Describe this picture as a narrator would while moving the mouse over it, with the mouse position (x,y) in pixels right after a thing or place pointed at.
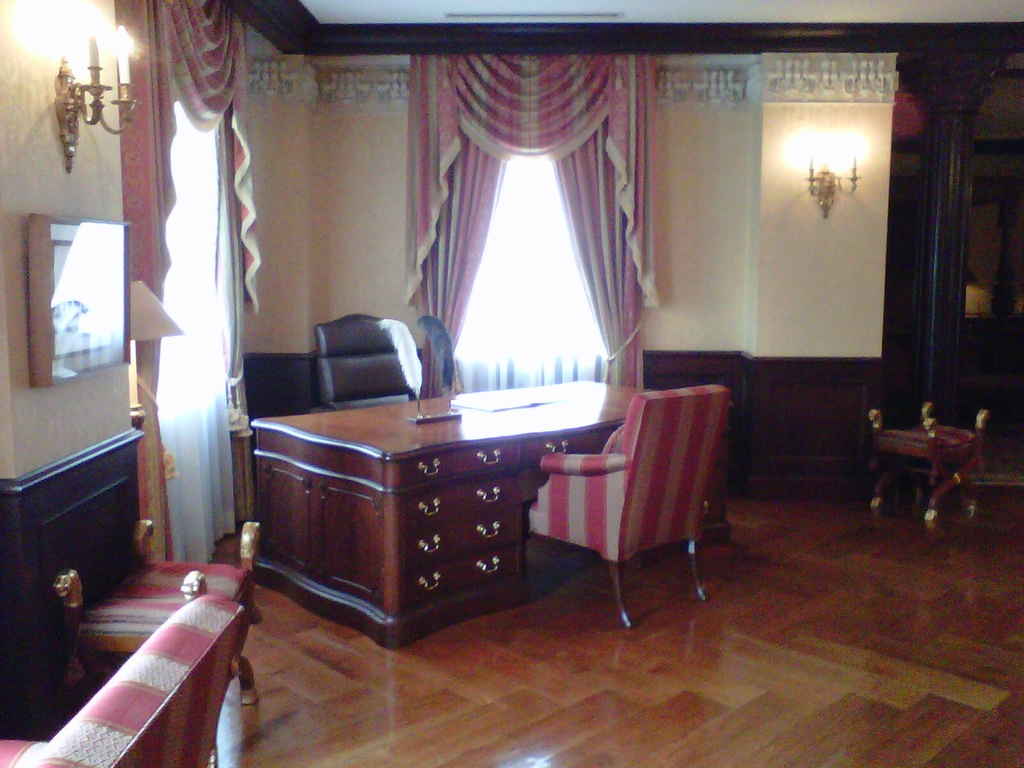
Here near the table (467,482) there are two chairs (586,491), lamp (171,332), on the wall (403,204) there are curtains (557,166), here there is window (530,301).
